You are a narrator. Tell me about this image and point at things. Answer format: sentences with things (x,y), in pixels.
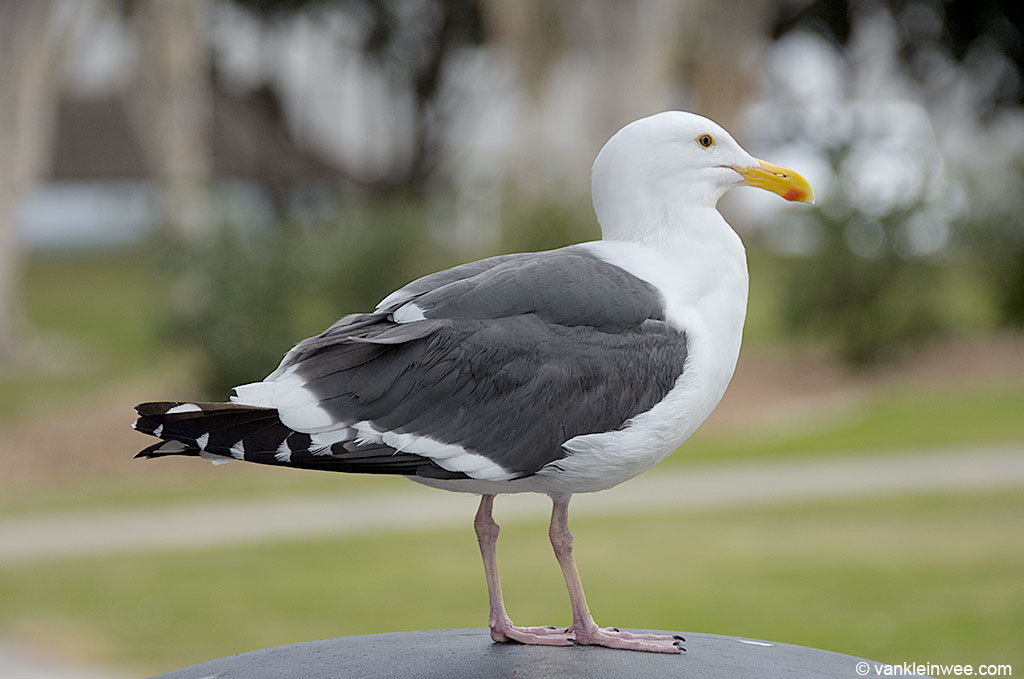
In this picture I can observe a bird (527,343) in the middle of the picture (579,383). This bird (530,433) is in white and black color. The background (568,615) is completely blurred.
